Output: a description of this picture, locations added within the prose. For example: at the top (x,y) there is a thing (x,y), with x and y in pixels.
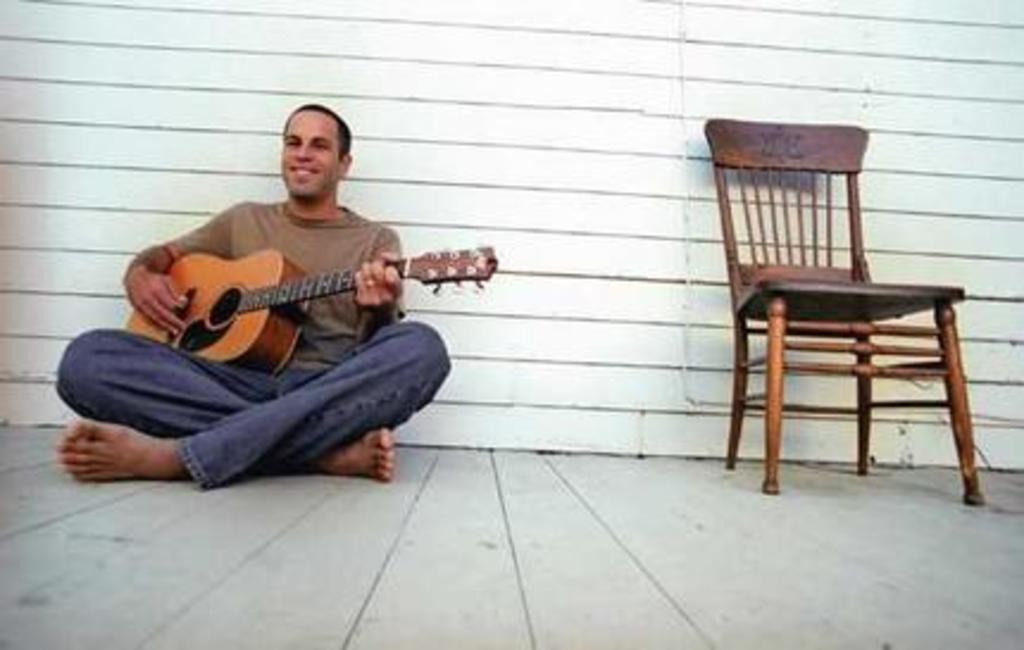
In the image a man (347,423) is sitting on the floor (268,500), he is playing a guitar (334,282), to his right side there is a wooden chair (804,318), in the background (657,147) there is a wall (595,230).
